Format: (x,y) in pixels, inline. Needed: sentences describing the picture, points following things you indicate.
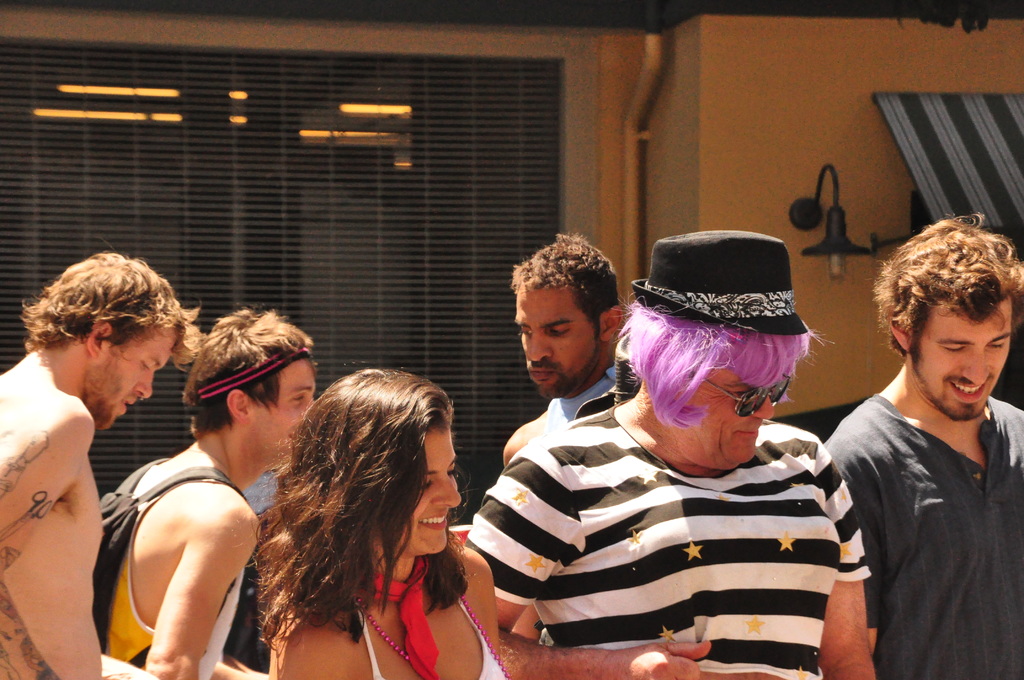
This picture seems to be clicked outside. In the foreground (605,498) we can see the group of persons (737,436). In the background (722,127) there is a wall (757,190), wall lamp (803,205), window blind (385,144) and some other items (960,130).
